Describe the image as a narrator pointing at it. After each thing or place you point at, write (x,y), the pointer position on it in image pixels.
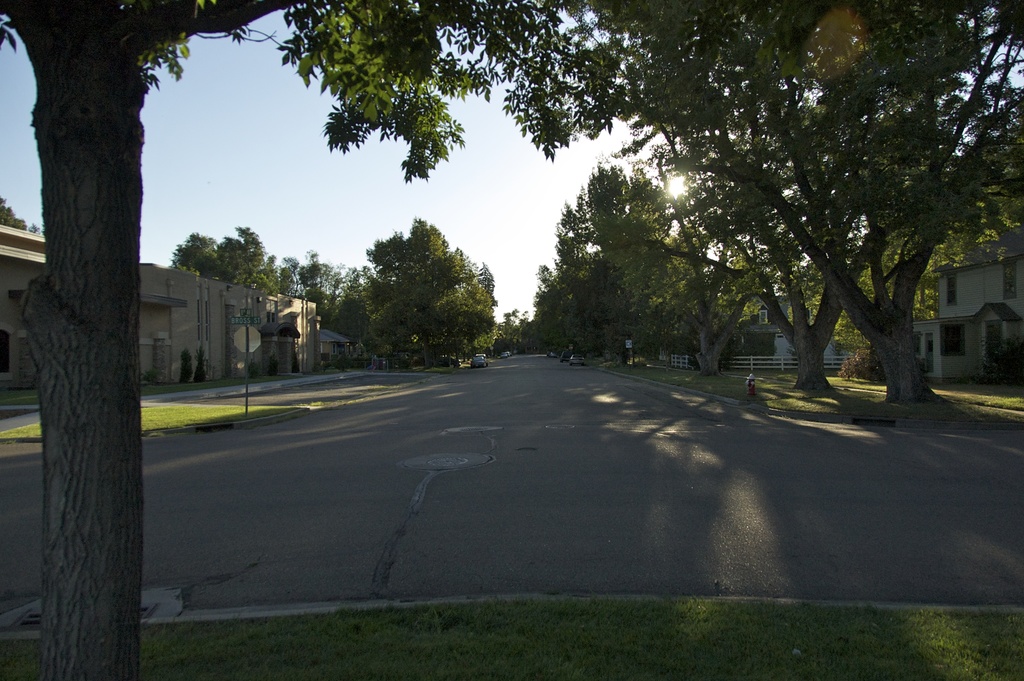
In this image on the left side (138,168) we can see a tree (96,190) and at the bottom (514,635) grass (595,644) on the ground (595,644). In the background (490,348) vehicles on the road (405,409), boards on a pole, plants (1013,366), trees (369,282), fence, hydrant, buildings (946,319), windows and sun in the sky (199,171).
